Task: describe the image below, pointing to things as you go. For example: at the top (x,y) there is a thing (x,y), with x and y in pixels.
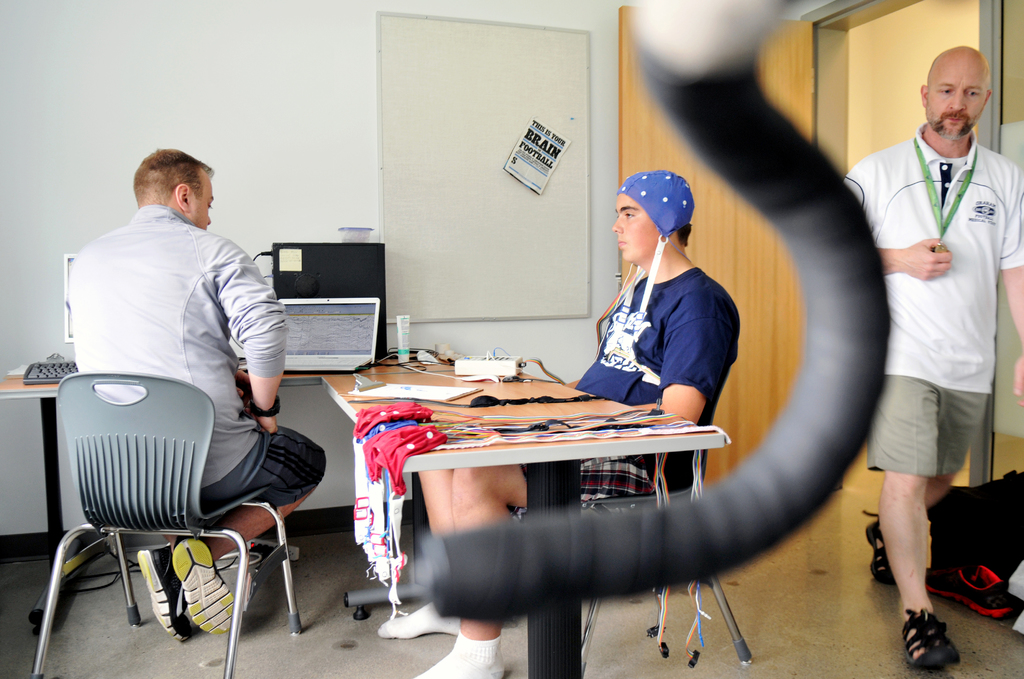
In this image I see 3 men (987,68) in which one of them is standing and 2 of them are on the chairs (295,627). In the background (58,154) I see the wall (58,154), door (831,20), laptop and a few things (657,434) on the table (646,410).
